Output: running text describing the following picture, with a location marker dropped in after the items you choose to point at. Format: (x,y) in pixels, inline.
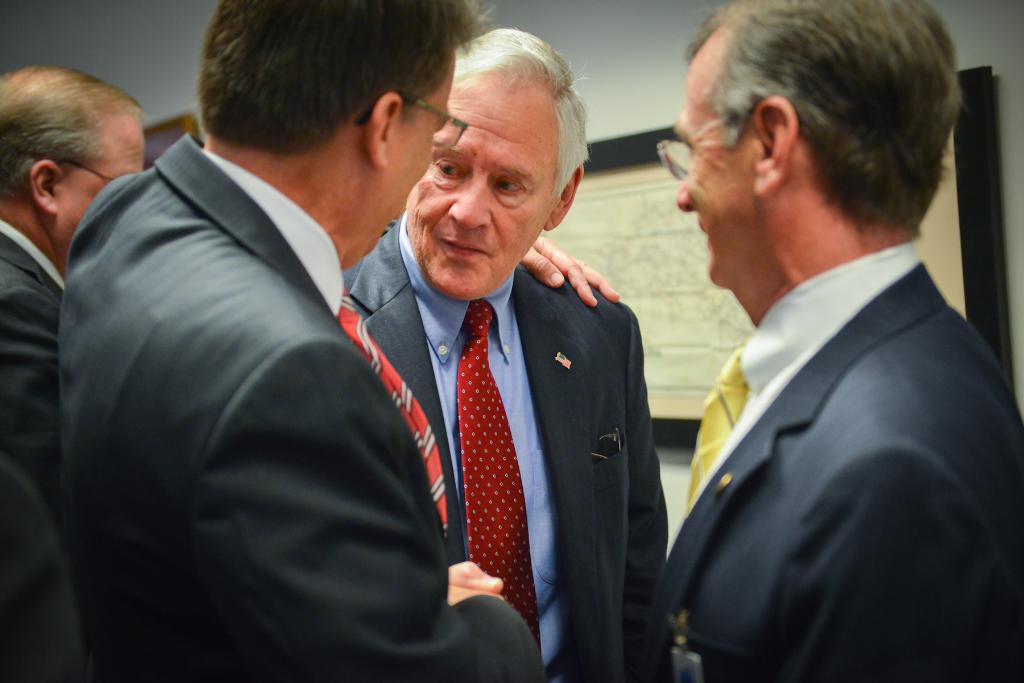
In this image I see 4 men (455,245) who are wearing suits (264,359) which are of black in color and I see that these 3 men (286,191) are wearing spectacles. In the background (635,50) I see the wall (635,115) and I see the black and cream color thing (697,245) over here.
